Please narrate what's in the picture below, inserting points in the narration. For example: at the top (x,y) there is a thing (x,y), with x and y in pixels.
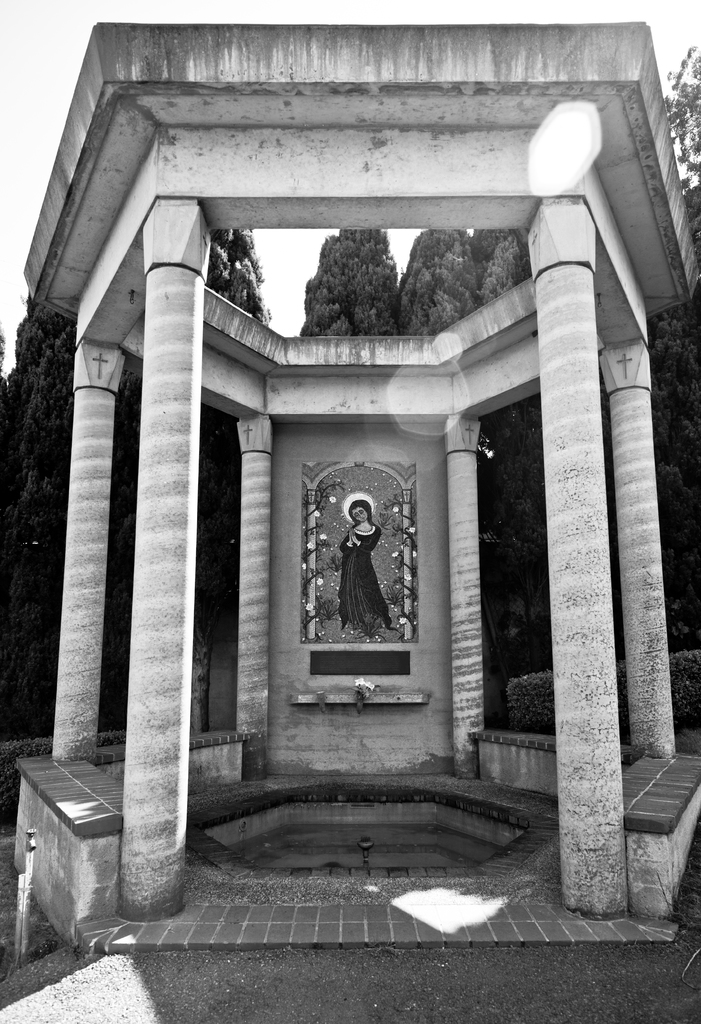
This is a black and white image. In this image we can see there are pillars (68,610). There is a frame (356,627) on the wall (356,647). There is water (409,857). There are trees (17,628).
